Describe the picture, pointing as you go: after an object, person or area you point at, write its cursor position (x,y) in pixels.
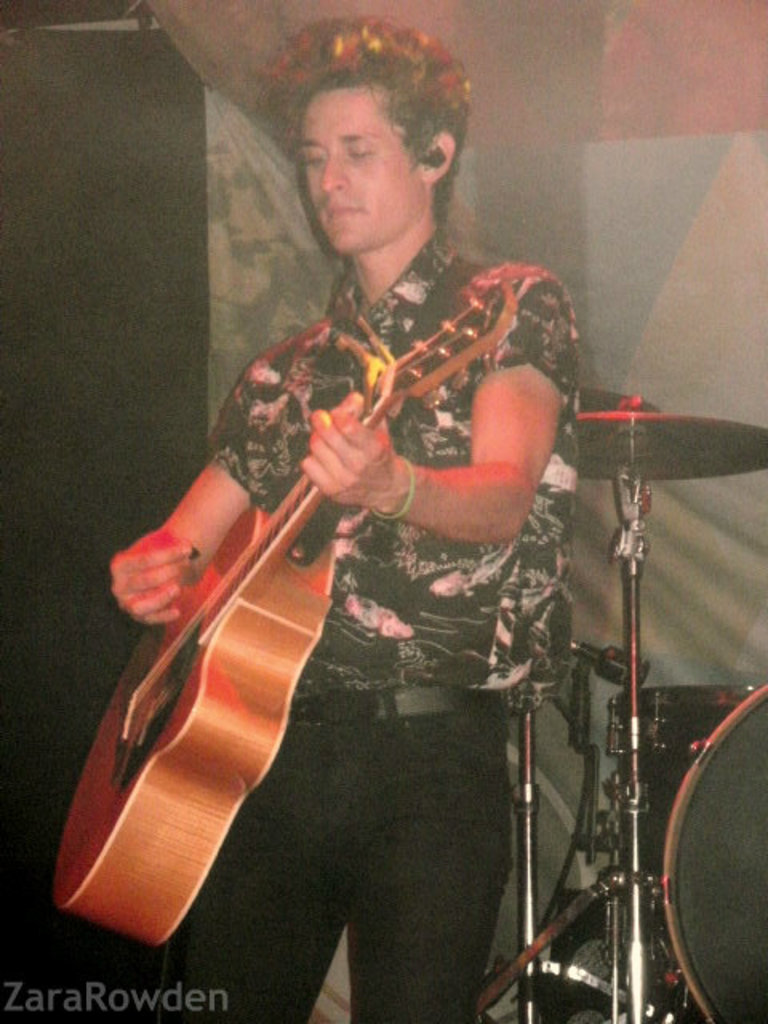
In the image, there is a man (494,360) standing, he is holding the guitar (371,412) with his left hand (367,465) and playing the guitar (189,619) with his another hand (180,544), behind him there are some drums (742,857), in the background (619,254) there is a wall (592,258).
